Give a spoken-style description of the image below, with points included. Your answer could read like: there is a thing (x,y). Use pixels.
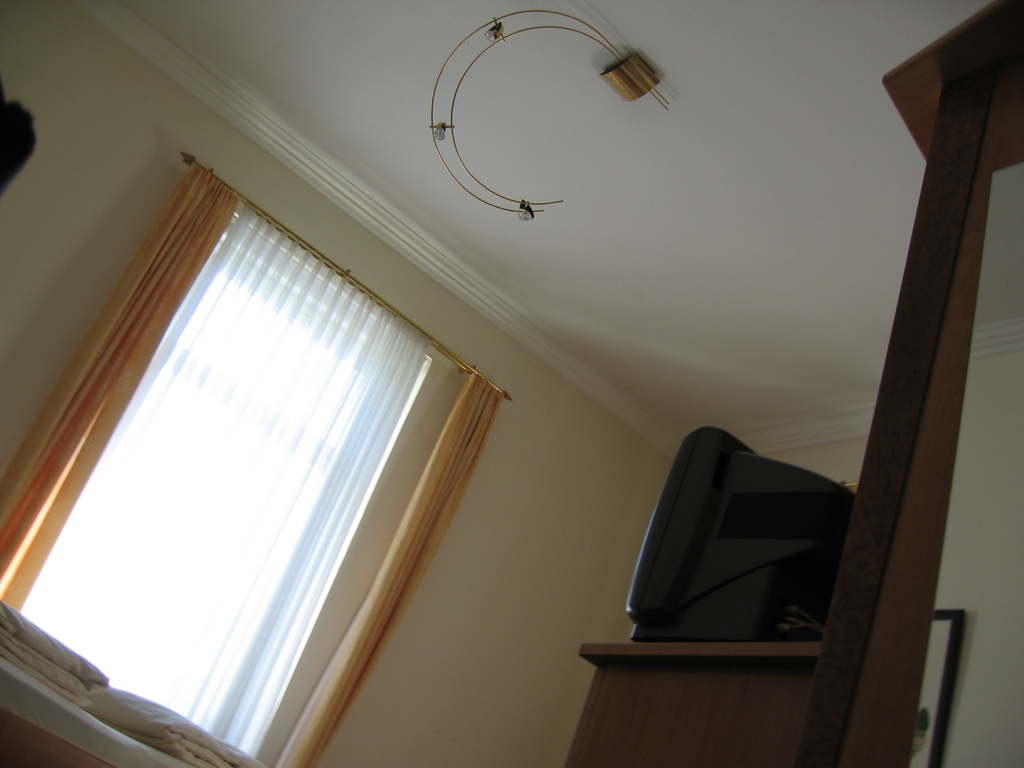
This is clicked inside a room (138,568), there is a window (154,627) with curtains (285,309) on the wall (24,102), on the right side (778,657) there is a tv (758,542) on the table (763,668), over the ceiling (747,137) there are two metal strings (558,11) hanging.
